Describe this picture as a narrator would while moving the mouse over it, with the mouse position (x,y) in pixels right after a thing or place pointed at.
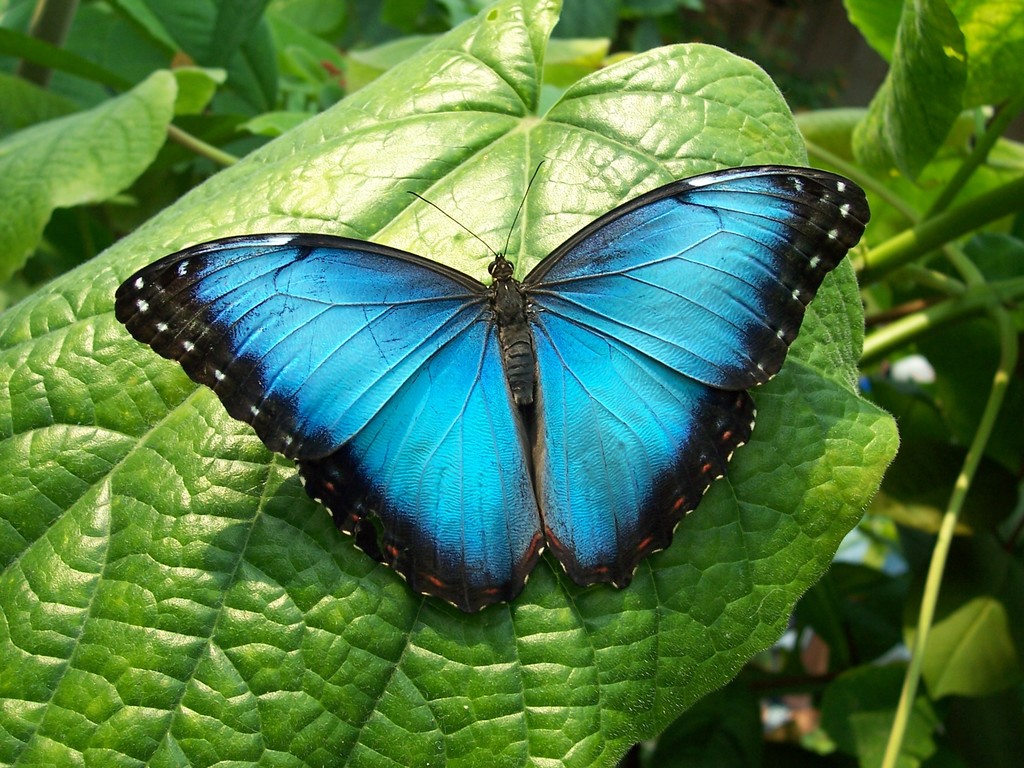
In the picture we can see, full of leaves (256,654) on it, we can see a butterfly (698,420) which is blue in blue color wings (706,340).
